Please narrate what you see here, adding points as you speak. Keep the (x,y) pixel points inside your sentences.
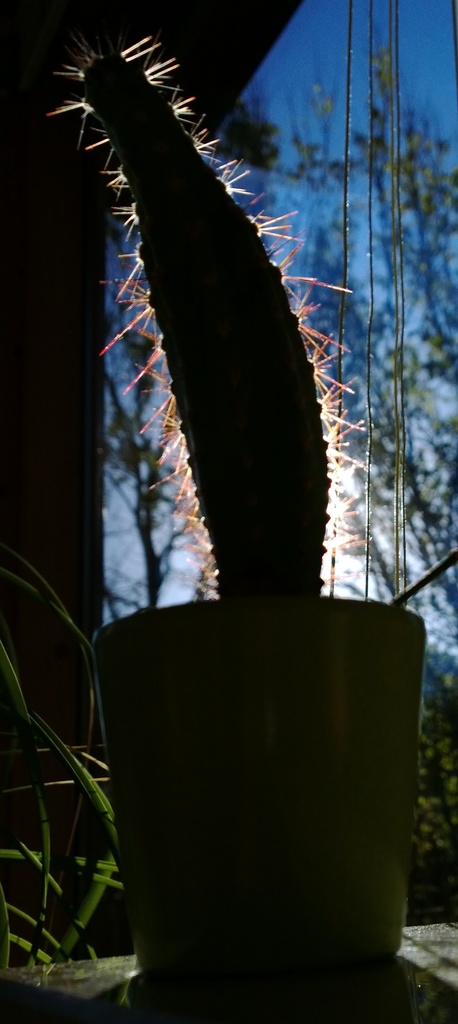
In the picture it seems like a cactus plant (113,72) kept in a pot (149,760).
